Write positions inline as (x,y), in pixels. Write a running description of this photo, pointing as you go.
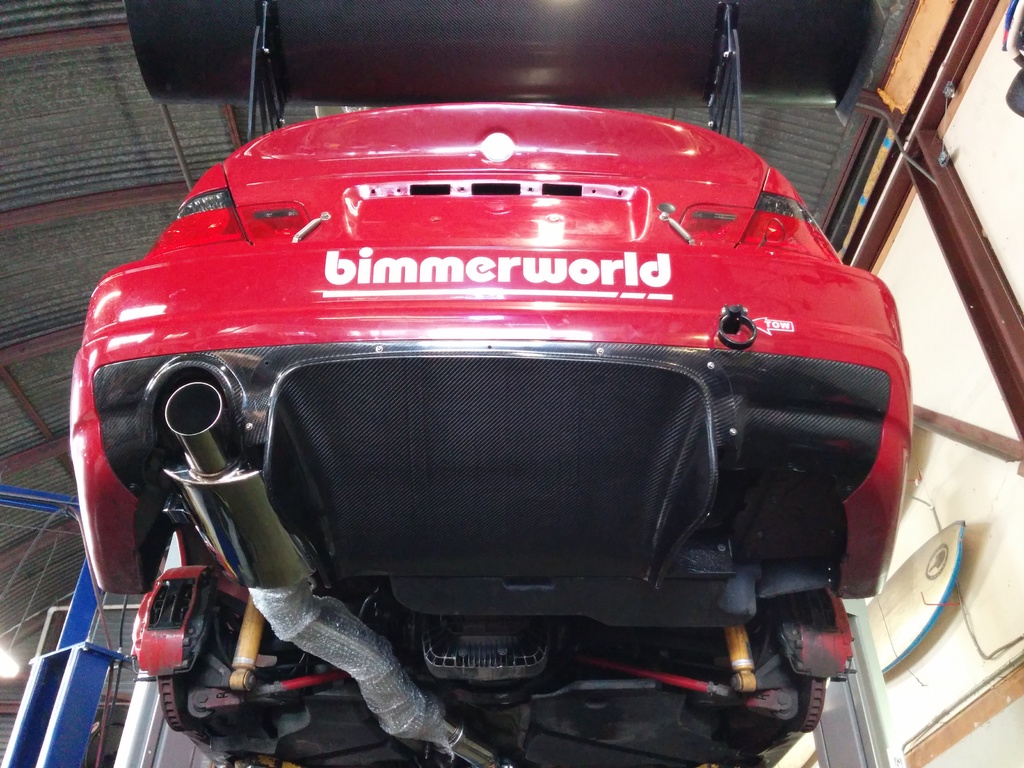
In this picture we can see a vehicle (152,554) with a silencer (202,405) and other parts (330,527) of it and in the background (90,117) we can see a roof (49,228), poles (76,700) and some objects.
